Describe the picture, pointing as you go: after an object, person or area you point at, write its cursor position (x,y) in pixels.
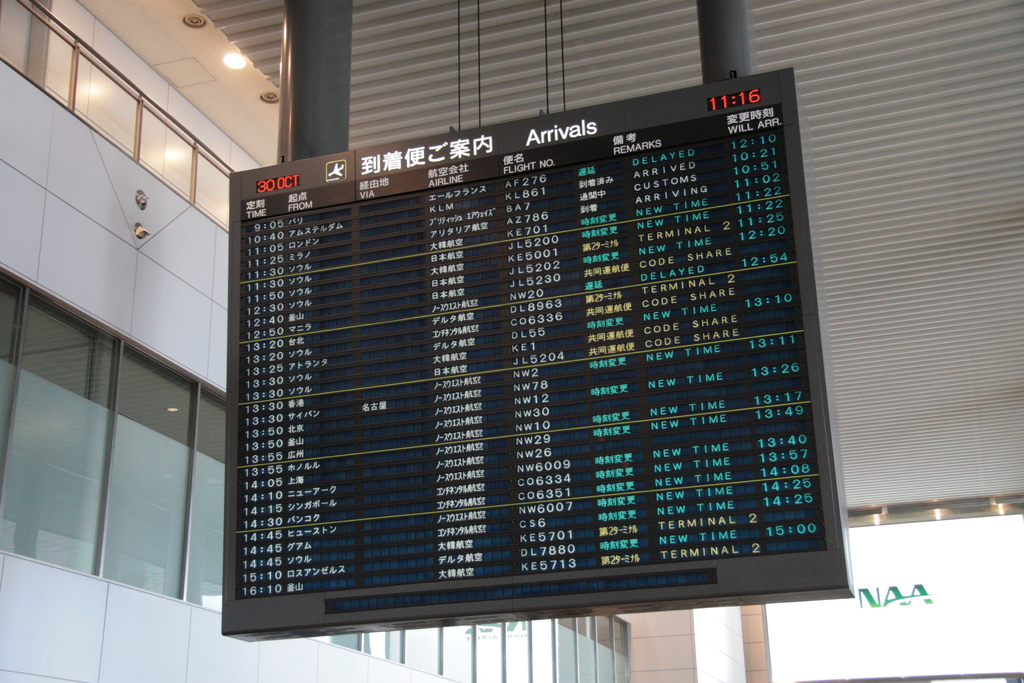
In the center of the image (670,361), we can see a display board (378,300) and in the background (610,5), there is a building (901,181).
